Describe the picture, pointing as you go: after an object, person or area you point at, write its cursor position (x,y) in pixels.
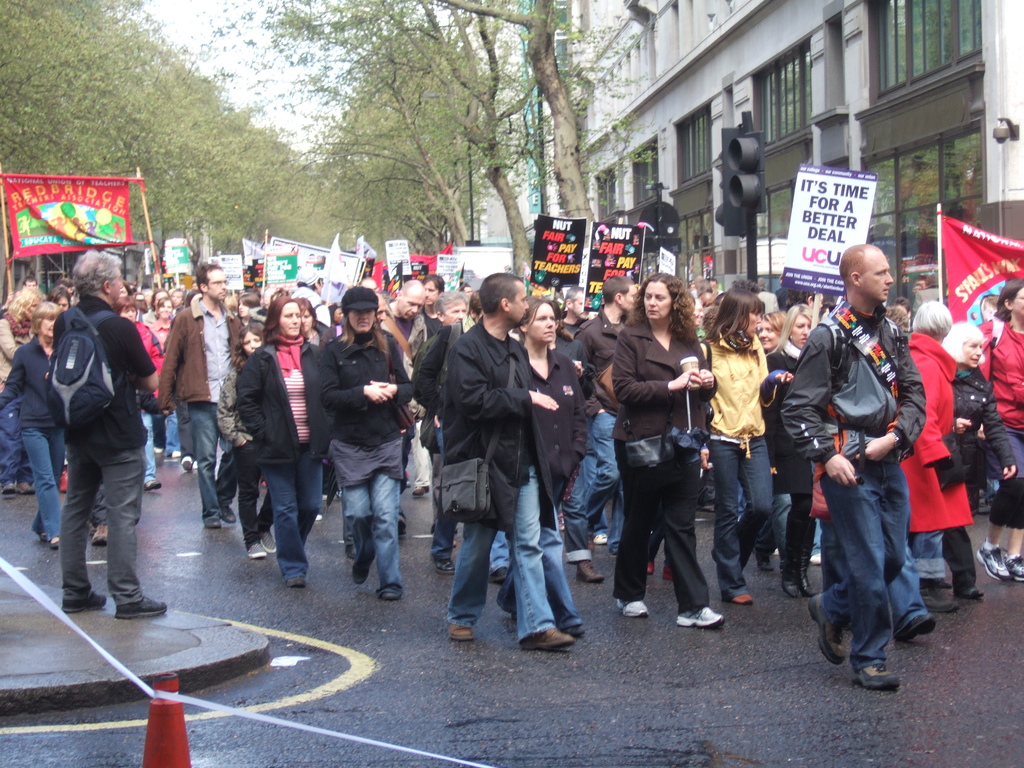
In this image I see number of people (644,364) who are on the path (985,638) and I see that a few of them are holding banners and boards (577,227) in their hands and I see something is written on the boards (816,244) and banners (57,211). In the background (438,249) I see the trees (374,186) and the buildings (675,24) and I see the traffic signal (729,160) over here.
